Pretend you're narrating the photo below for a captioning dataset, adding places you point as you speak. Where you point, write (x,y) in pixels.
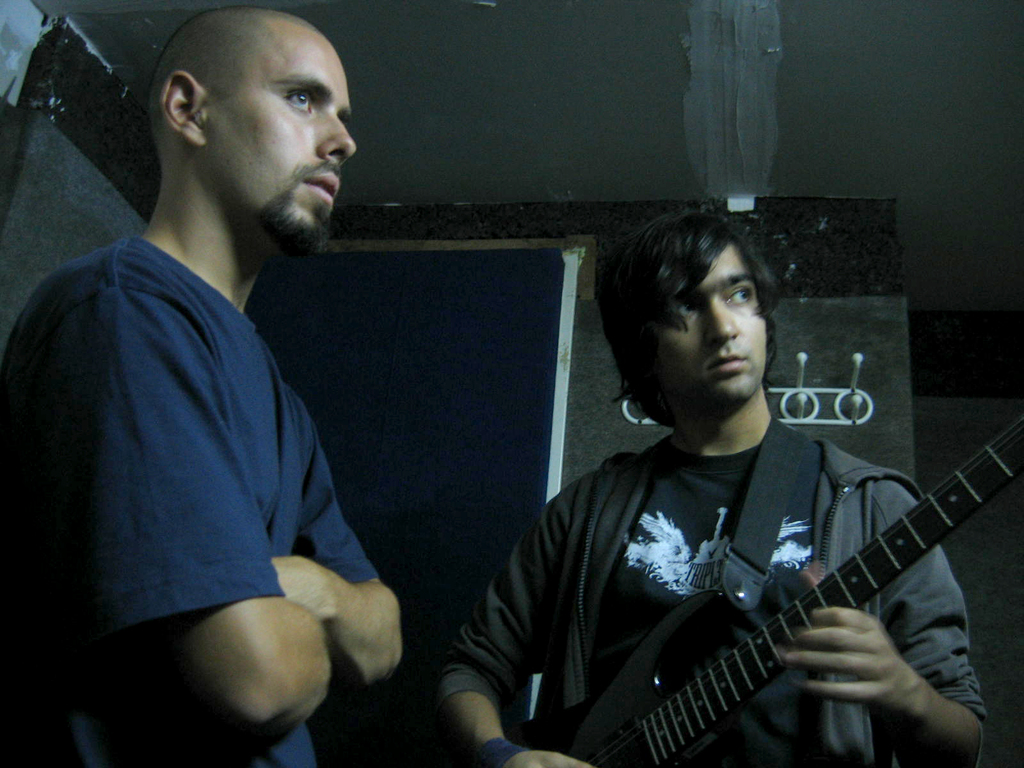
In the image we can see two persons (660,482) were standing. The right person (673,514) he is holding guitar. And back we can wall (888,414), door (545,387), hanger (855,389).
